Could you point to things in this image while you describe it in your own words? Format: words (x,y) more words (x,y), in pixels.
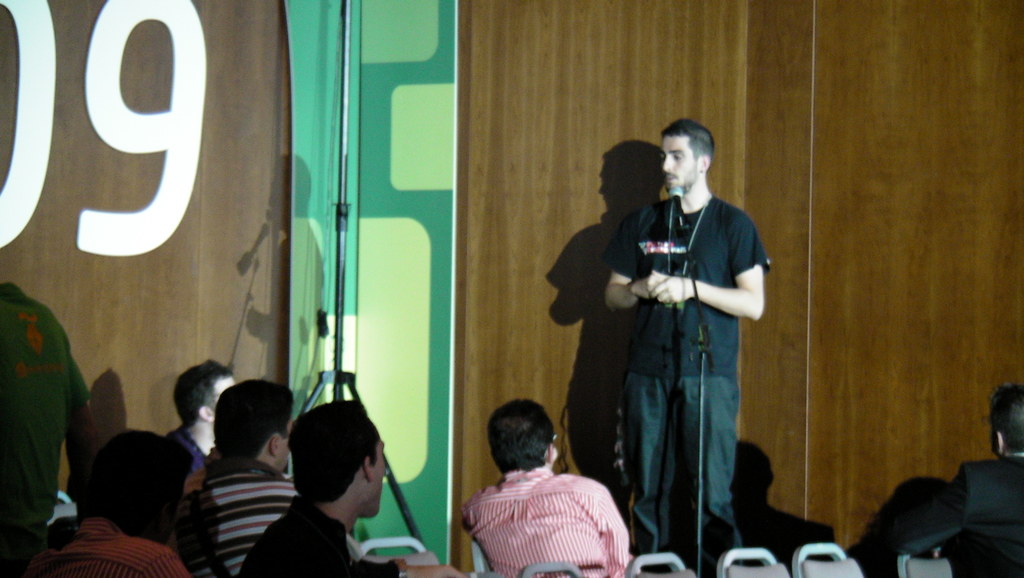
In this image we can see few people (194,457) sitting on chairs (427,562). In the back (734,326) there is a person (705,292) standing. In front of him there is a mic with mic stand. In the background (583,116) there is a wall (274,100) with something written. Also we can see a stand (340,348).
